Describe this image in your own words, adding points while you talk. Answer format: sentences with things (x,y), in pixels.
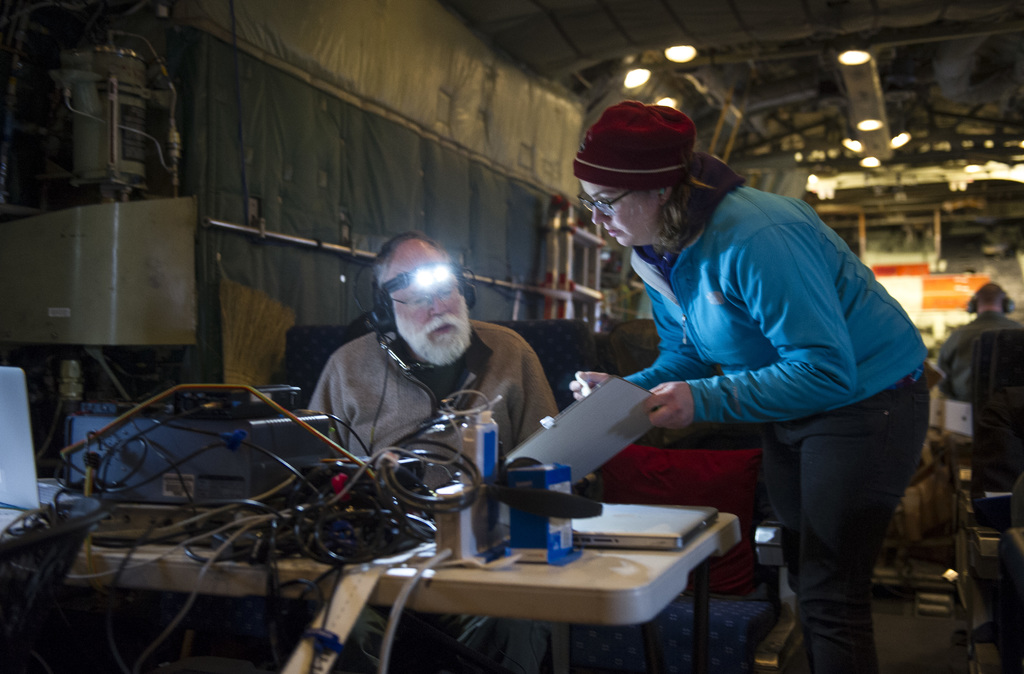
In this image I can see three people (658,329). In front of two people (635,381) there is a table (672,564). On the table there are some wires (363,499) and the laptop (634,540). In the back (643,77) there are some lights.
